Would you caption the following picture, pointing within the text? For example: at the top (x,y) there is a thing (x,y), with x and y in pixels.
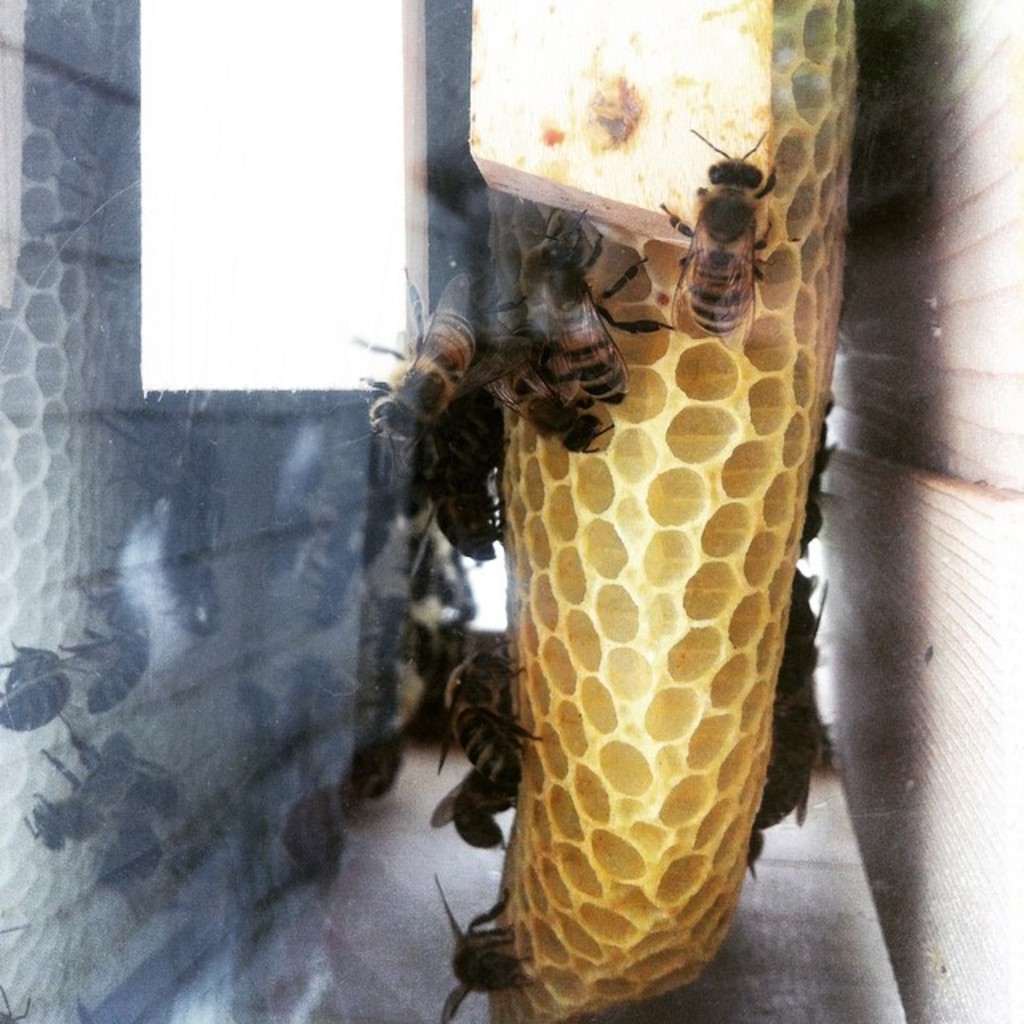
In this picture there is a beehive (592,850) in the center of the image (616,416) and there are bees (610,398) around it.
